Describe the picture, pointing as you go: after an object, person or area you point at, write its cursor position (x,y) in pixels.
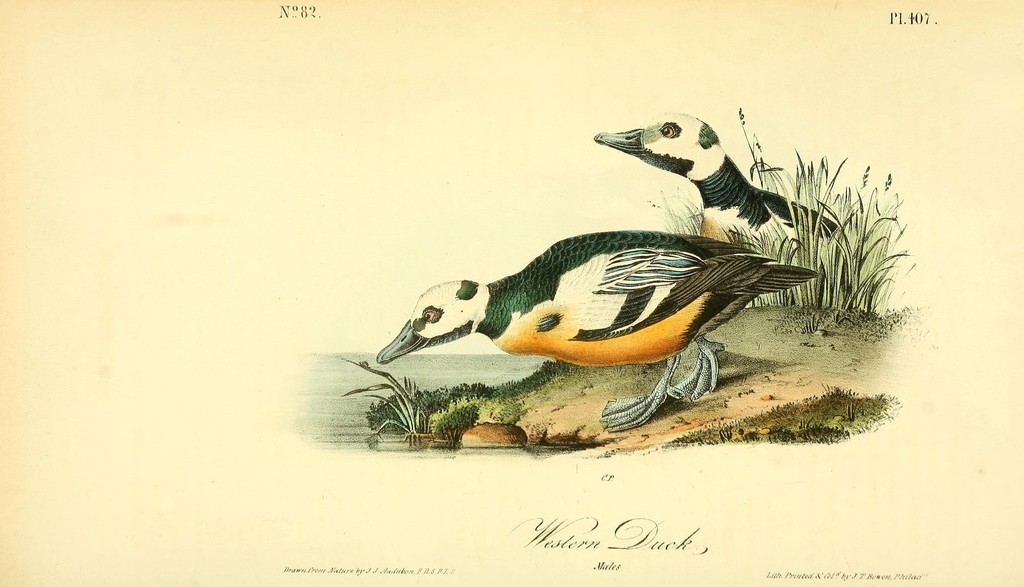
This image is a painting. There are two birds (727,274) present near the lake (343,364). Image also consists of plants (493,394). There is a black color text (689,537) on the paper (331,530).
